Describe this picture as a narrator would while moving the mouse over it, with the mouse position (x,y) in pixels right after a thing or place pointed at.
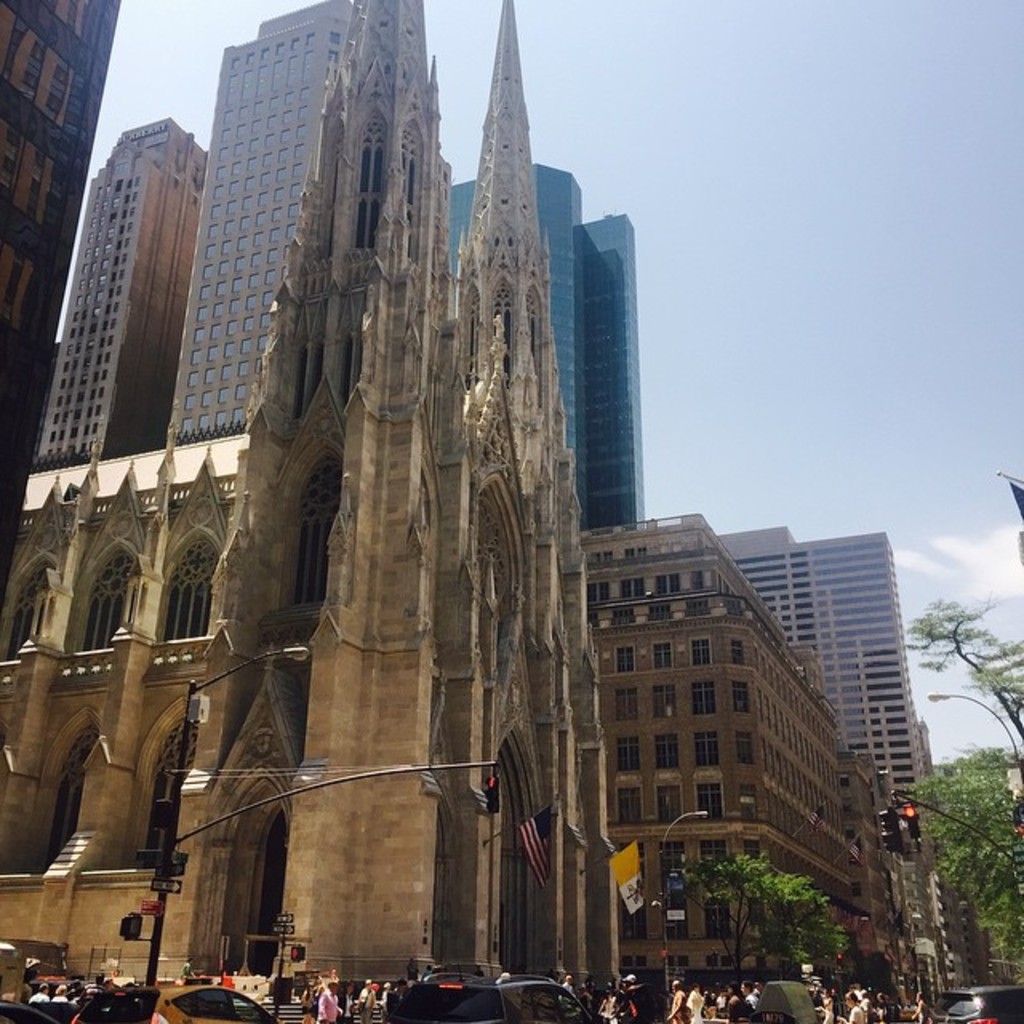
In this image I can see people (705,996) and vehicles (454,996), there are traffic signals (889,822) and trees (982,842) on the right (1023,874). There are buildings (186,667) at the back (598,865). There are flags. There is sky (818,423) at the top (862,287).
